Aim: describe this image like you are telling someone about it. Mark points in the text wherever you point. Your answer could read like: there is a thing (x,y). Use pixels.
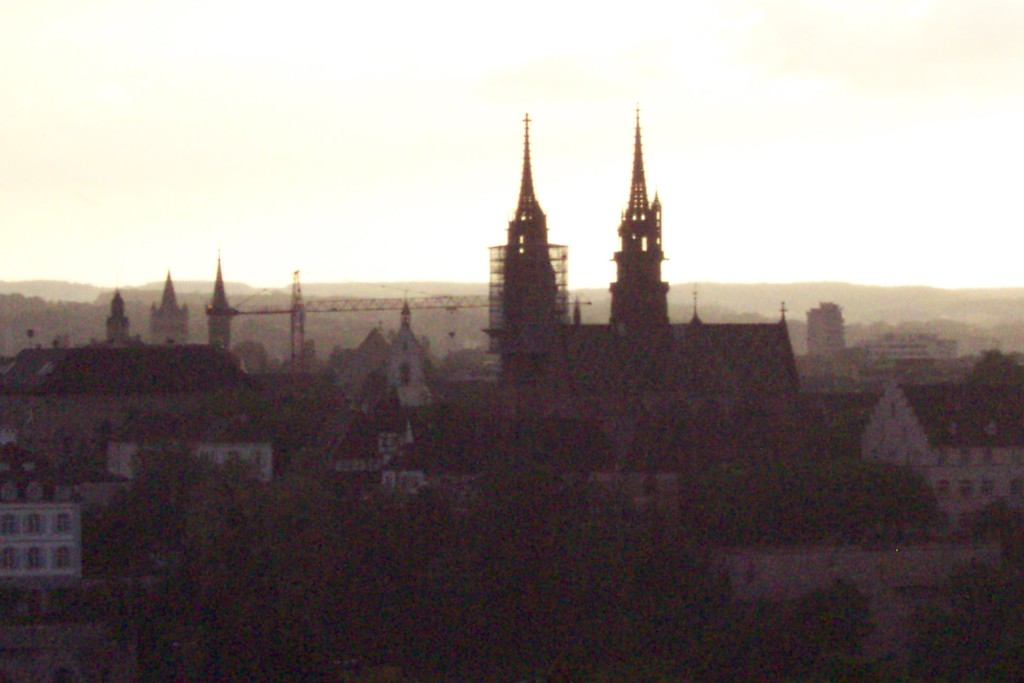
In this image I can see the dark picture in which I can see number of buildings (29,407), few trees (425,511), few cranes (362,304) and in the background (341,152) I can see the sky (574,102).
